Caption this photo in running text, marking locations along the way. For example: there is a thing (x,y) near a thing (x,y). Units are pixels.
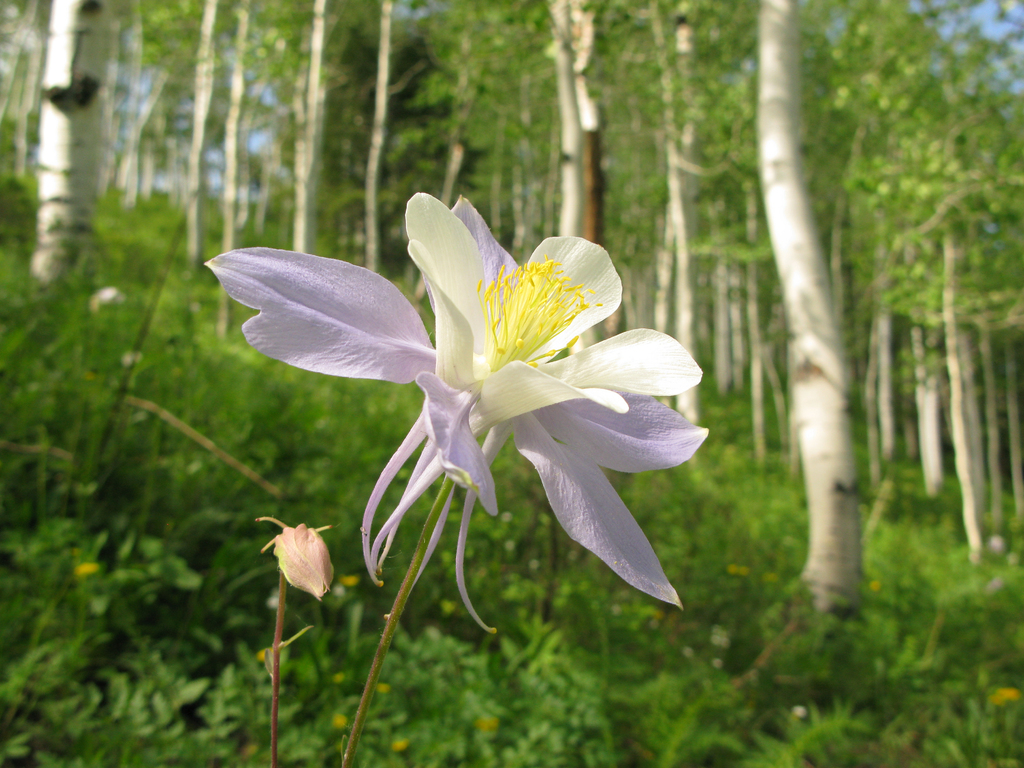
In the center of the image (463,325), we can see a flower (313,346) and a bud (290,539). In the background (599,173), there are trees (499,23).
